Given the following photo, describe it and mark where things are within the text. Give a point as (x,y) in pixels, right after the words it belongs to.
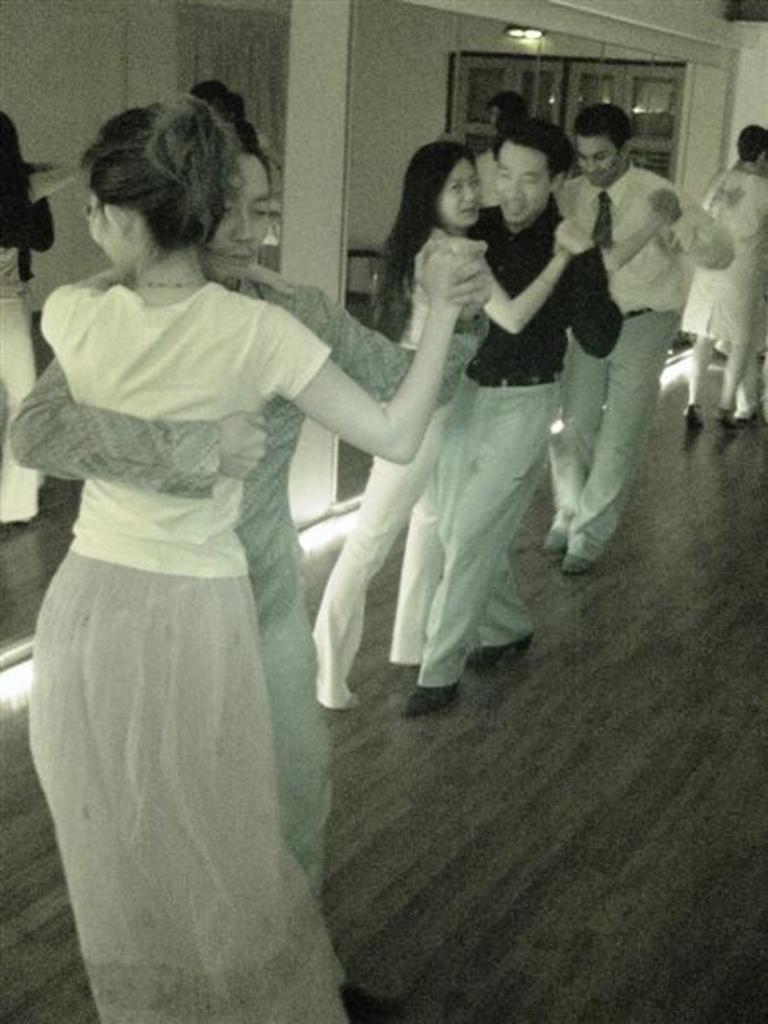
In this picture I see the floor (526,537) on which there are number of people (439,225) who are holding each other. In the background (423,73) I see the mirrors (445,70) and on the top right of this image (530,31) I see the lights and I can also see few more lights (353,514) in the middle of this picture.
